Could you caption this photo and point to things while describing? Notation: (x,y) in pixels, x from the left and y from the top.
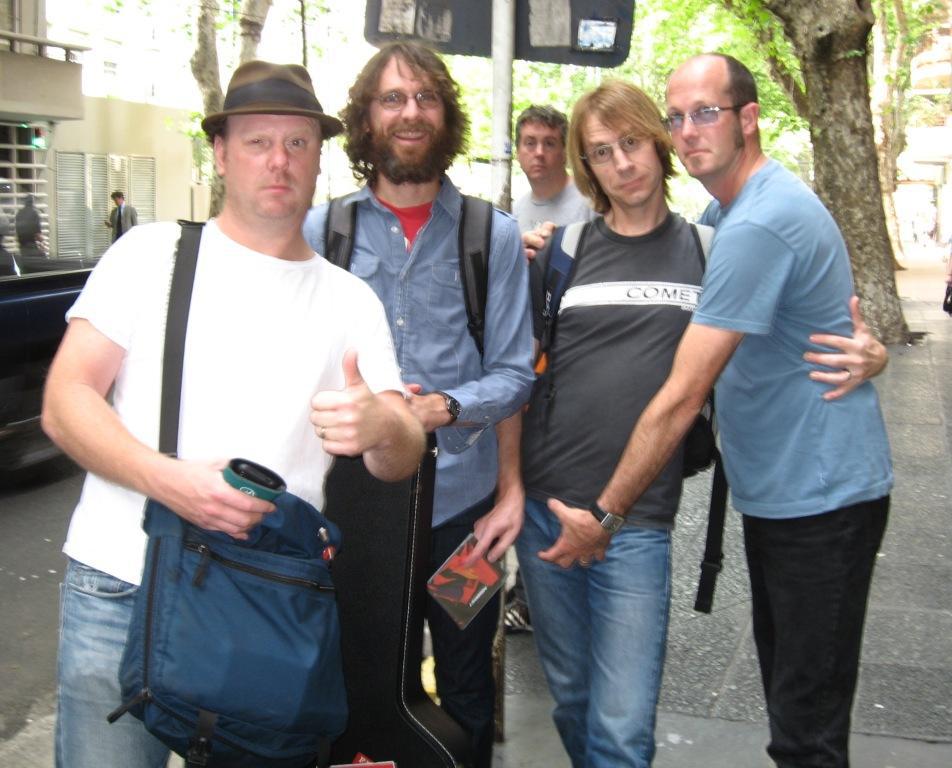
In this image we can see men (476,475) standing on the road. In the background (493,79) there are sign boards (529,33) and trees (740,45).
